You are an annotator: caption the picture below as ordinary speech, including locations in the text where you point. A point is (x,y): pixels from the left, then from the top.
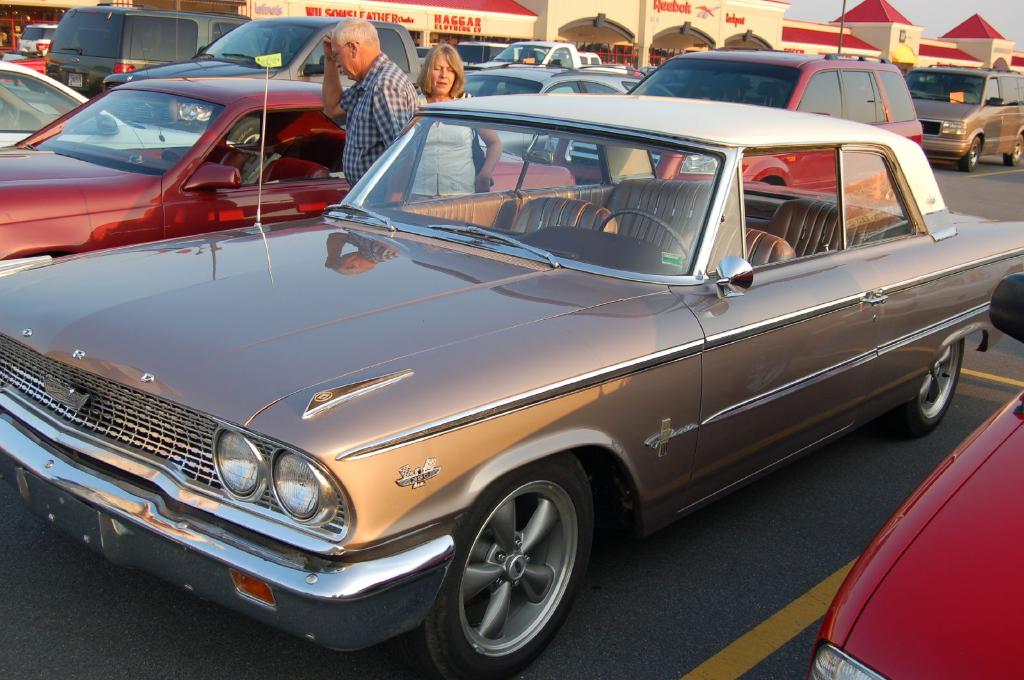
In this image we can see vehicles (432,387) on the road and two persons (396,79) are standing. In the background (863,41) there are buildings (854,20), hoardings (369,19), roofs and the sky (852,5).
